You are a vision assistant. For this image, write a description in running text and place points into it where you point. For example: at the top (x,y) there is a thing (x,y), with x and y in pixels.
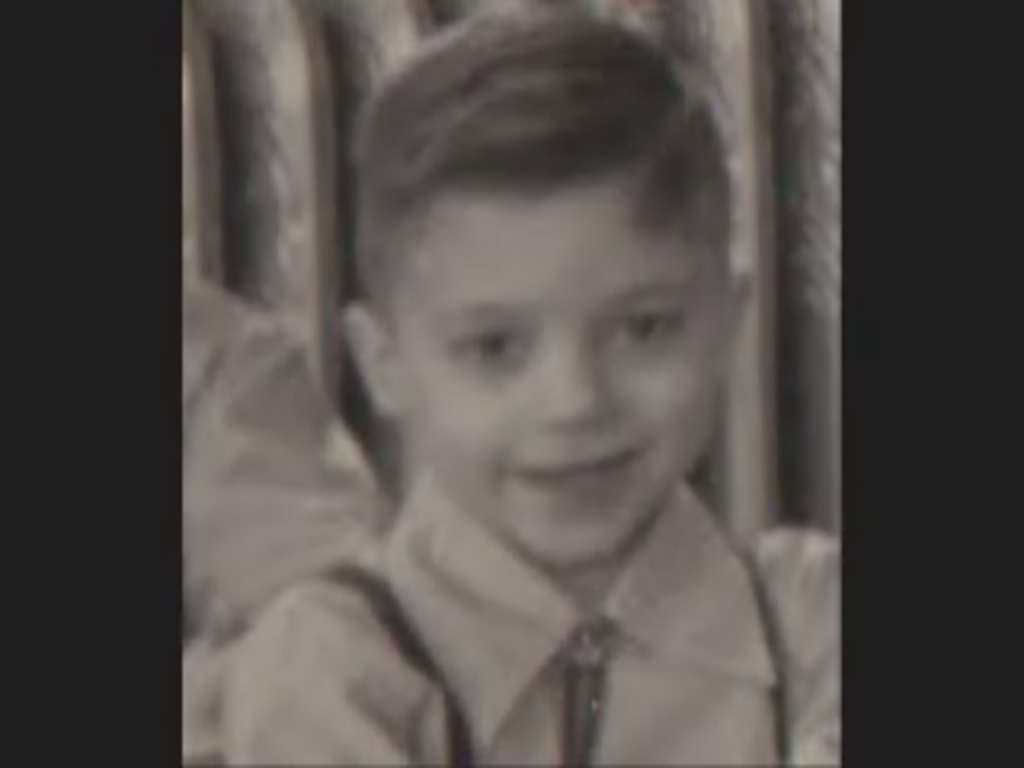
In this picture we can see photo of a boy (661,711). Background (900,635) it is dark.
